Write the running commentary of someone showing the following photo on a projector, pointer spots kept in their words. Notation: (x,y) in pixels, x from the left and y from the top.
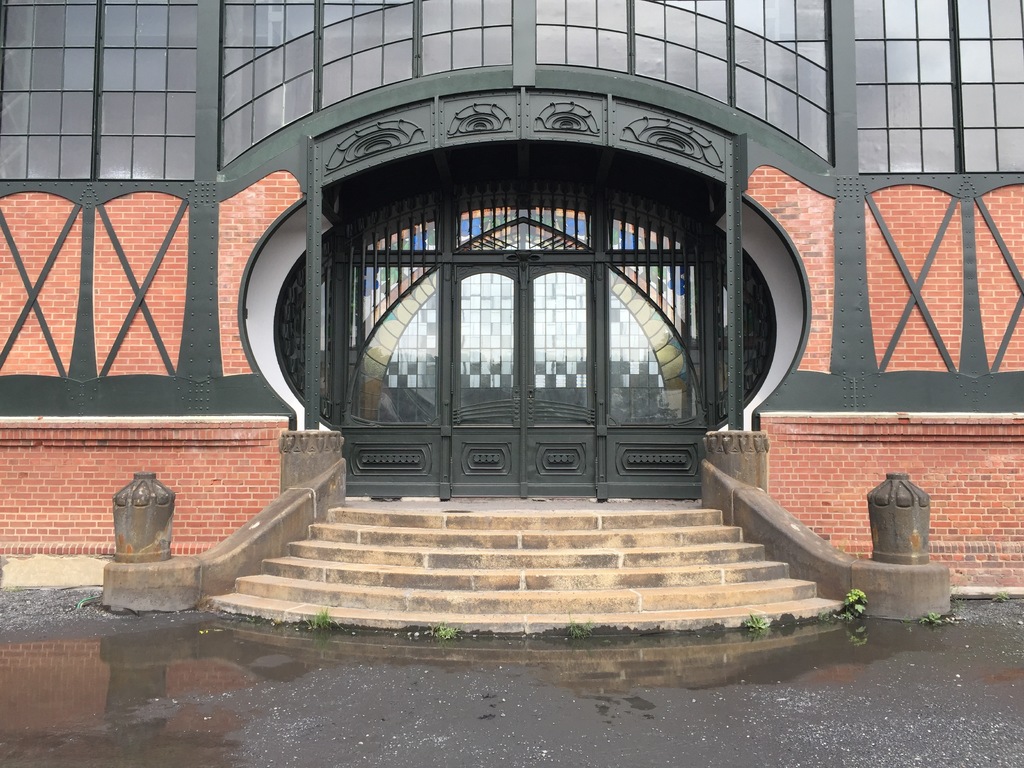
In this image I can see a road (533,634) in the front (472,645) and on it I can see grass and water (18,707). In the background (805,594) I can see stairs (557,612), a building (929,201) and few doors (572,372).
